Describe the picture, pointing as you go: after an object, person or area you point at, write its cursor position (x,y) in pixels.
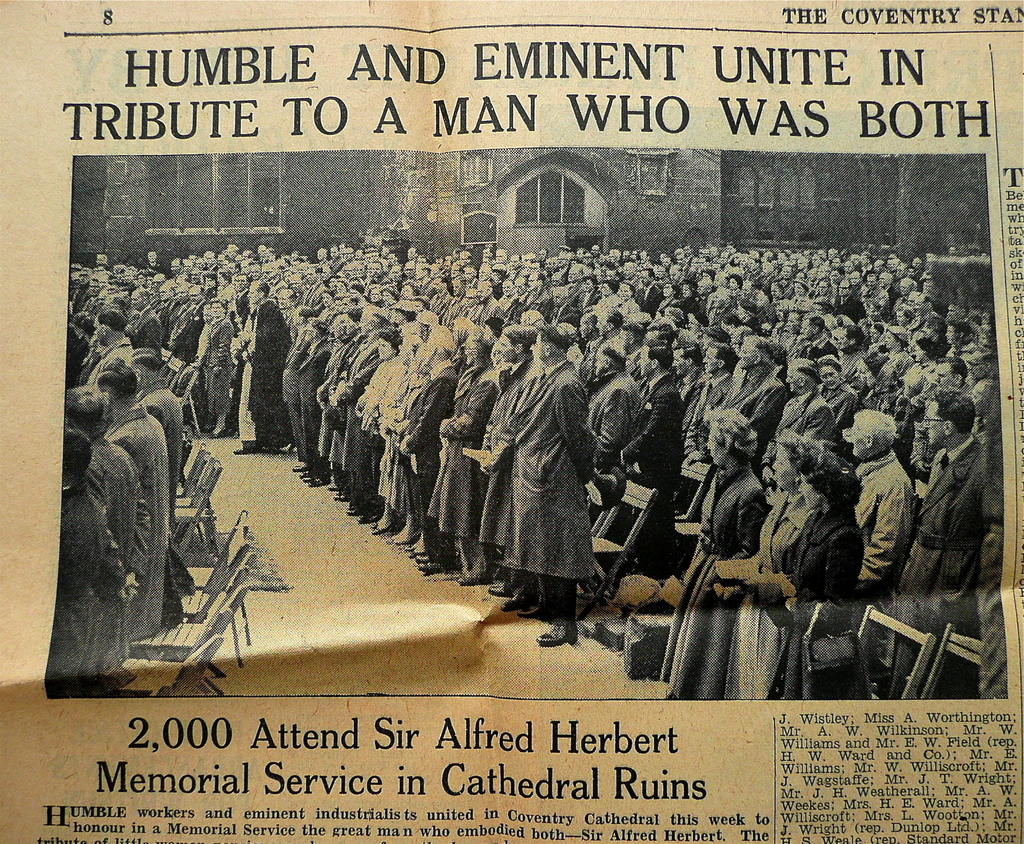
In this picture I can see there are a huge number of people (515,443) standing and there are few chairs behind them. IN the backdrop (294,207) there is a building (309,200) and a window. There is something written at the top (382,55) and bottom of the image (163,789) and this is a news paper article.
